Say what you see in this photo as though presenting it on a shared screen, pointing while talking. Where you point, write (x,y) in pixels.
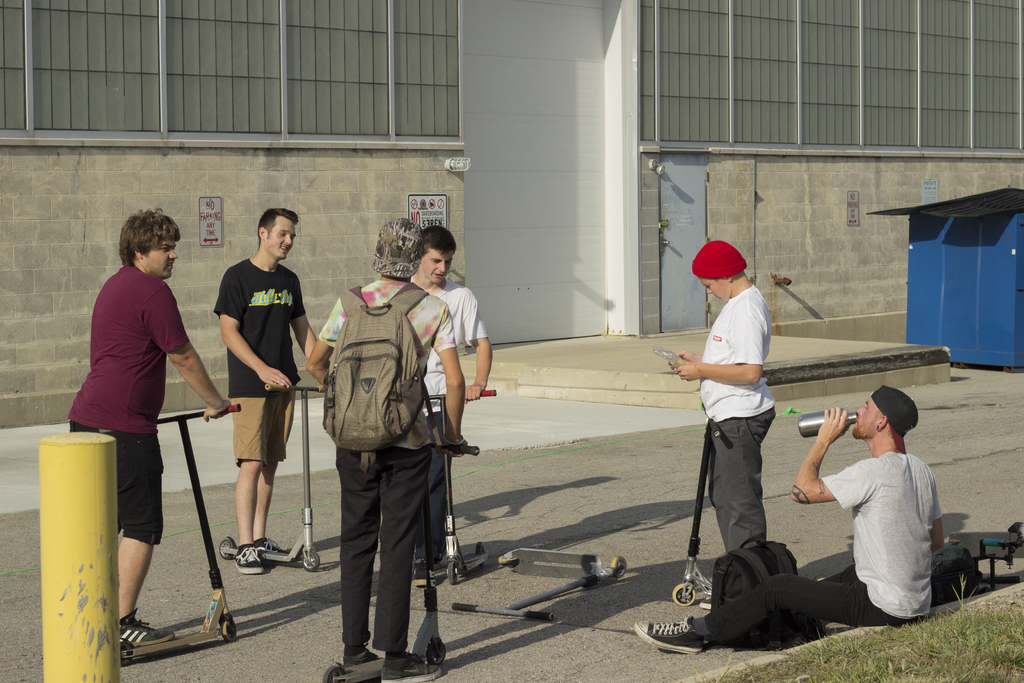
This is an outdoor picture. Here we can see a wall (302,230) and posters (440,203) over it. This is a door (681,219). Here we can see one man (886,535) sitting and drinking water (811,424). This is a backpack (735,593). We can see five persons (122,366) standing with a scooters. This is a wall (32,336).
